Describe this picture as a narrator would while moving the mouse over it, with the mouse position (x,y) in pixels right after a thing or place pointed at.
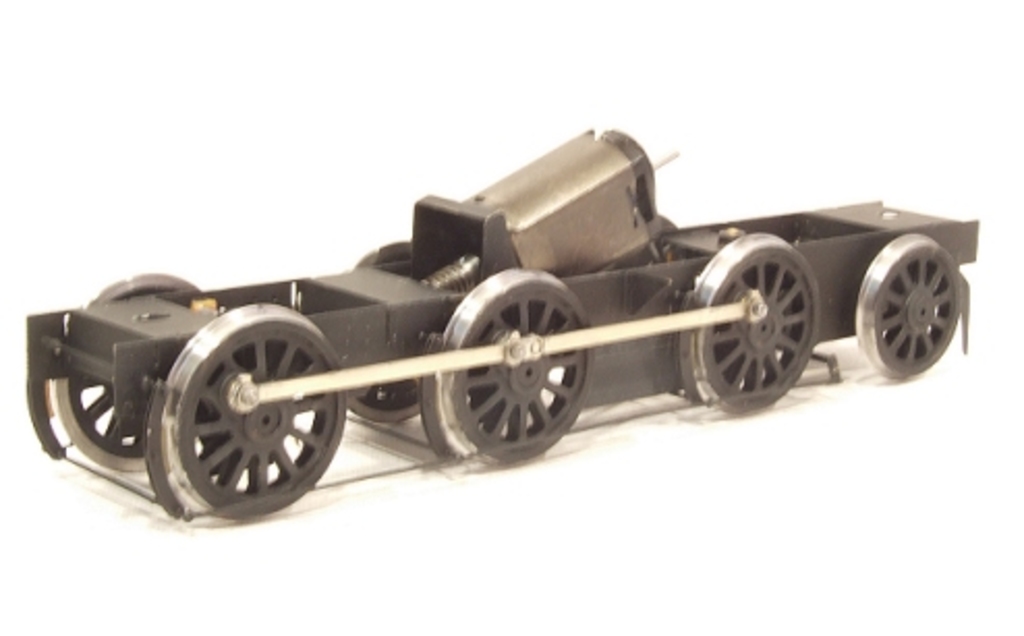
In this image we can see that there is a vehicle (519,355) which has eight wheels (519,374).
